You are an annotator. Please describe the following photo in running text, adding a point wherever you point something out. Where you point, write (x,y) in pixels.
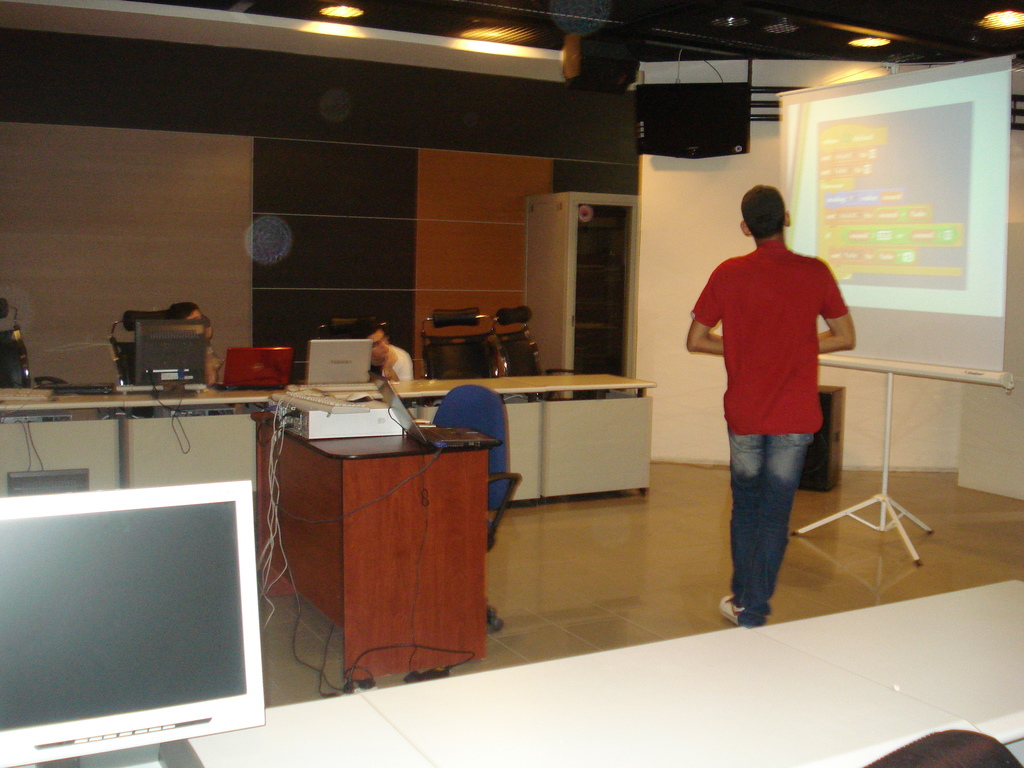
The image consists of a boy (778,330) stood in front of a screen (921,213) and above there ceiling lights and speakers (687,138) and over to the wall (300,367) there are laptops (348,365) and people (379,341) sat in front of them and in middle (379,450) there is table (395,502) and chair (504,460).
